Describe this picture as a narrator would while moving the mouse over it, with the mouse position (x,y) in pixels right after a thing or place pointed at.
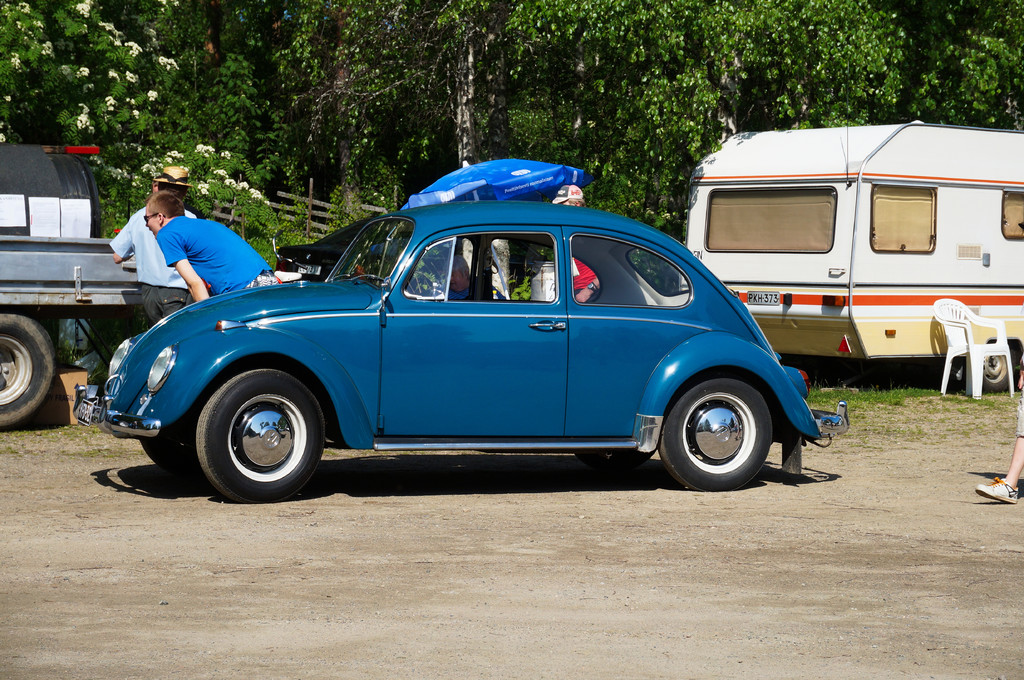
In the image there are some vehicles (403,357) and a group of people (122,246) are standing beside the vehicles (586,317), in the right side (774,306) there is a van (791,326) and beside the van (1016,330) there is a chair (974,358) kept on the ground (906,412), in the background (756,36) there are a lot of trees (471,100) and the climate is sunny.
